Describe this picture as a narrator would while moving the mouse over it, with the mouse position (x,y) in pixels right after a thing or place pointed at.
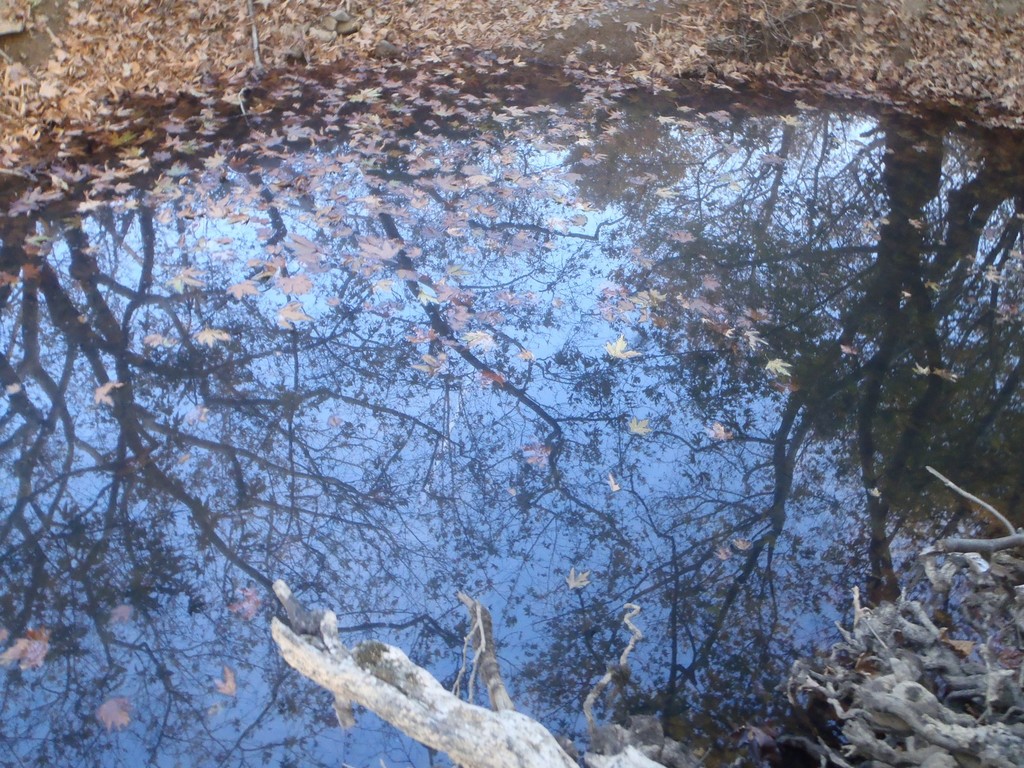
Here we can see branches (974,691), water (384,321) and dried leaves (443,281). In this water (261,251) there is a reflection (344,442) of trees (786,432) and sky (362,422).
